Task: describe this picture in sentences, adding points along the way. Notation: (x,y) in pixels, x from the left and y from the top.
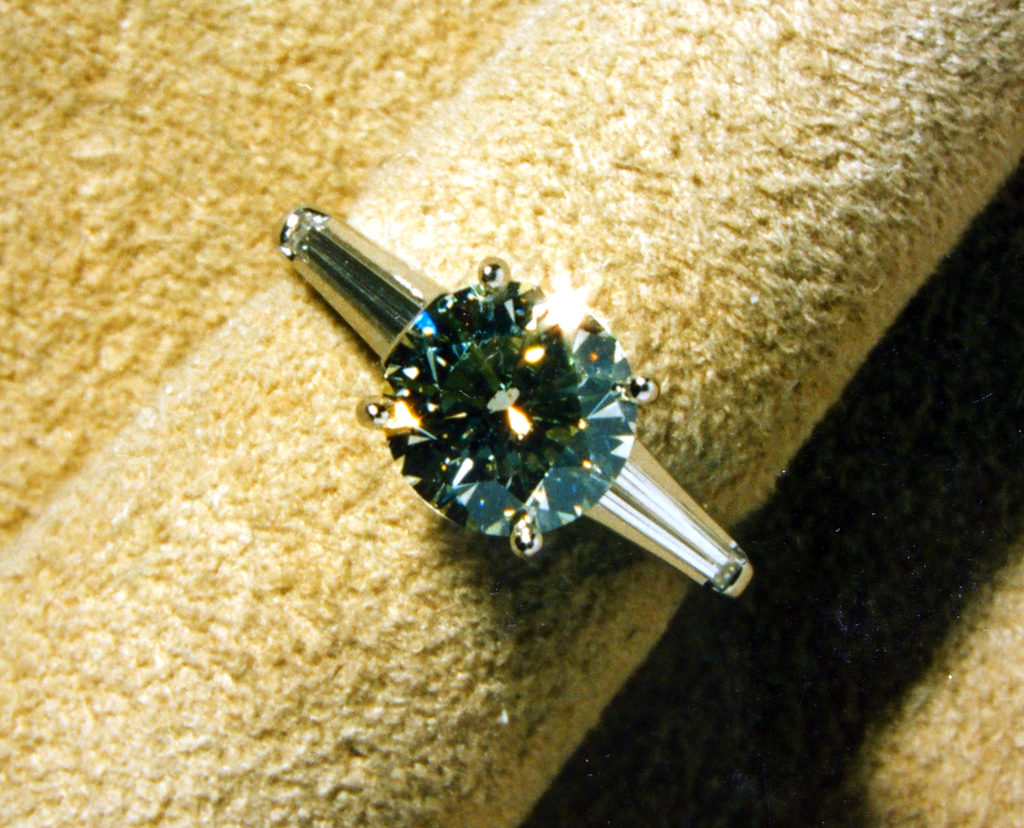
In this image we can see a ring (542,288). At the bottom of the image (795,743) there is a cloth (661,764).
